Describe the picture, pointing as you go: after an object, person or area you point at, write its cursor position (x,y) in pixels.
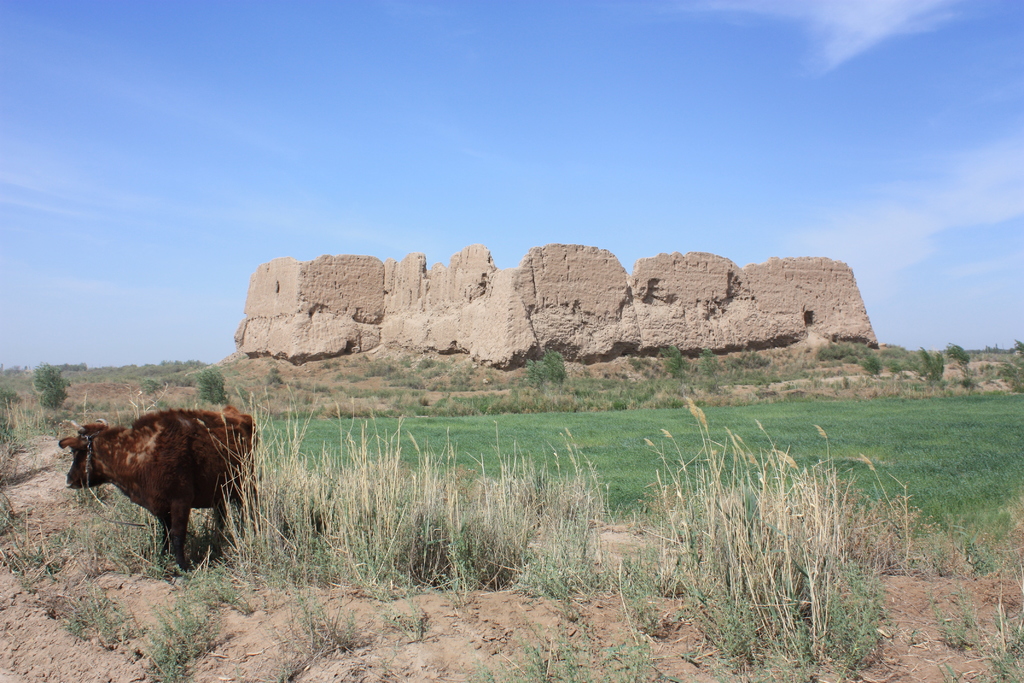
At the bottom of the picture (562,544), we see grass (337,474) and a cow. There are trees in the background (514,340) and we even see a fort (552,304). At the top of the picture (514,158), we see the sky (486,134), which is blue in color.
